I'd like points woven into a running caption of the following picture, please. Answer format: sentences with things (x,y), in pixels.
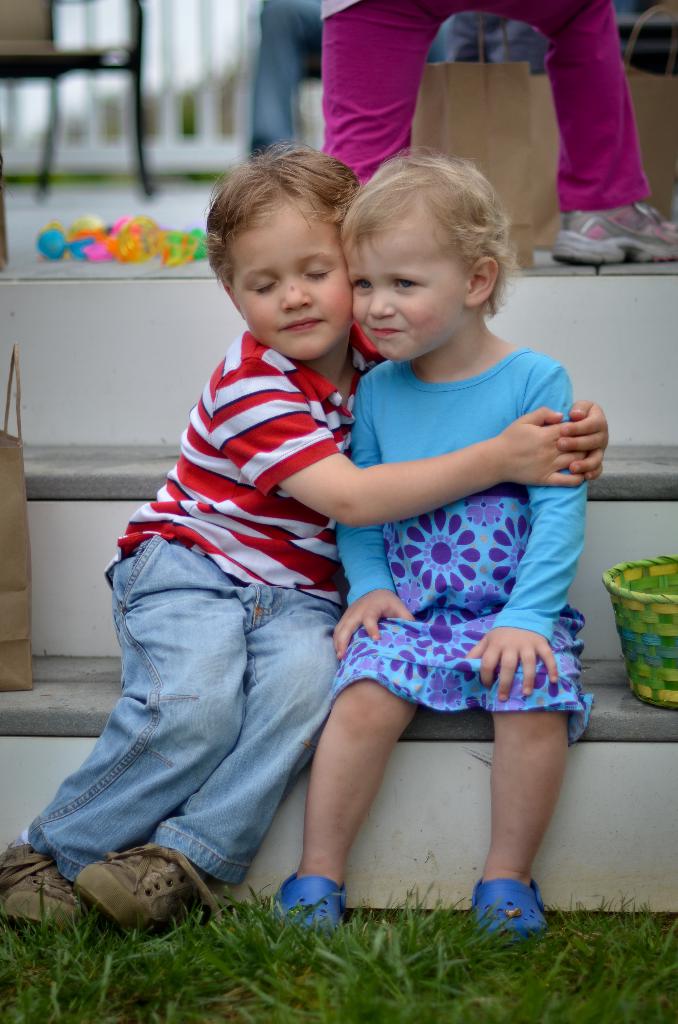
In this image I can see two children (305,615) are sitting. I can also see grass (188,951), a green basket (622,638), few carry bags (12,478) and few other things (114,253). I can also see one person (404,88) over here.
